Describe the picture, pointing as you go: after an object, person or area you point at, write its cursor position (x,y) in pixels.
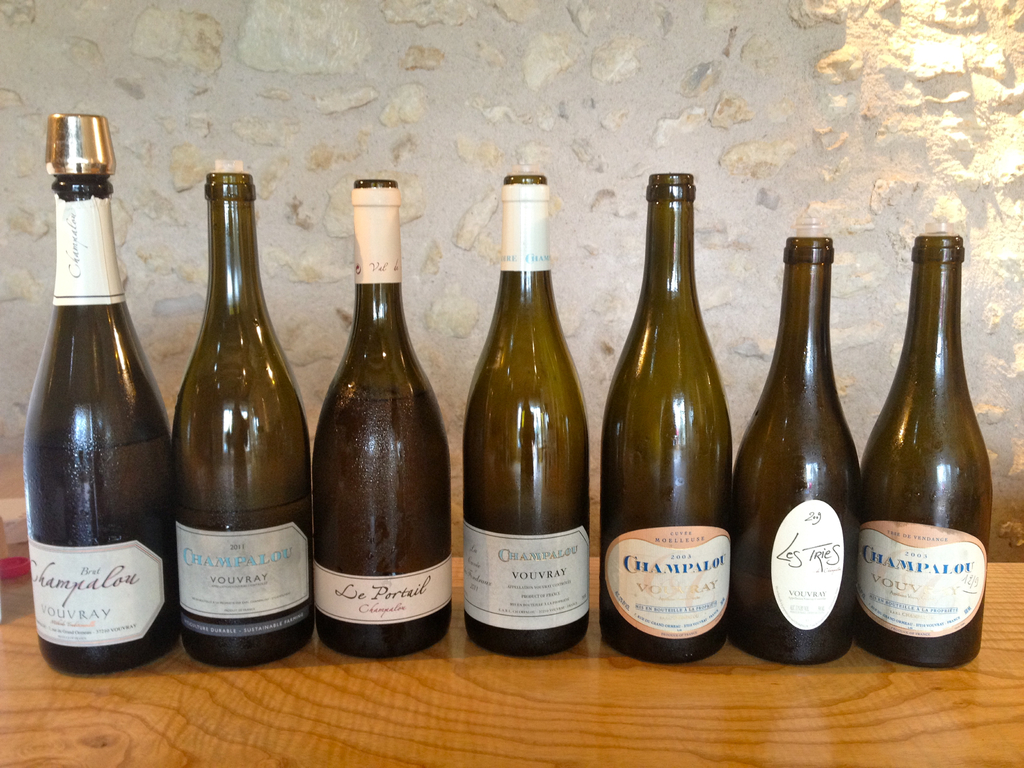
There are group of bottles (362,500) kept on the table (577,695) in this picture. In the background (350,67) there is a white colour wall (379,67).
